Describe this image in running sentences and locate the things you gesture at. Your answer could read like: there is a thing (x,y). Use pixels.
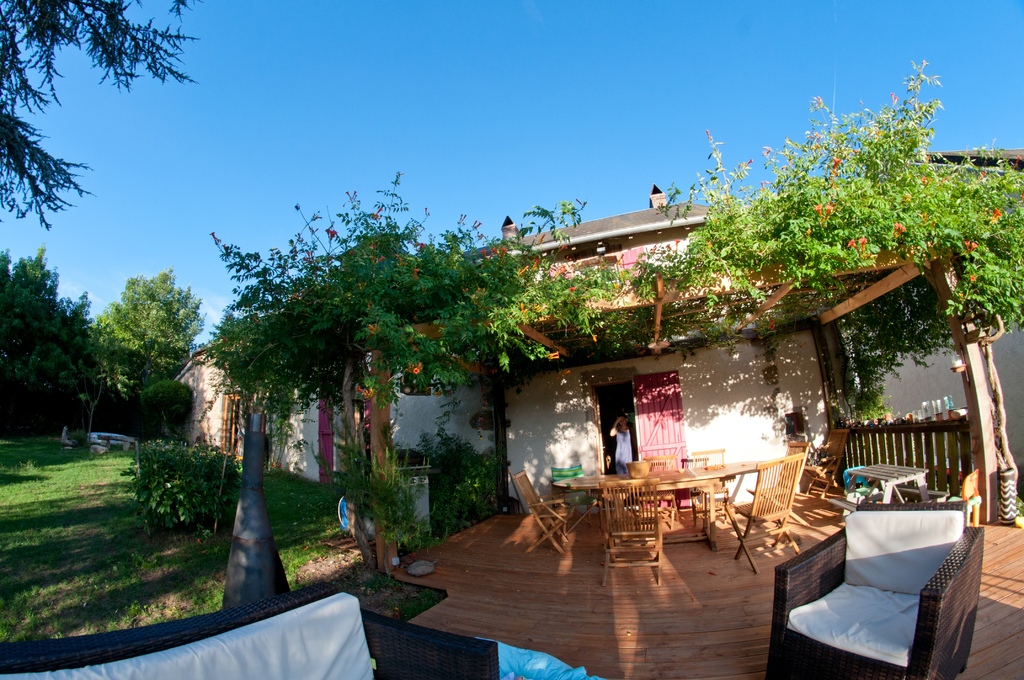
In the picture we can see a house (335,434) with a person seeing out of the door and in the front of the house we can see some chairs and table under the shed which is covered with plants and besides we can see some wooden railings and grass surface (93,486) with plants (175,503), trees (65,414) and sky (840,47).
